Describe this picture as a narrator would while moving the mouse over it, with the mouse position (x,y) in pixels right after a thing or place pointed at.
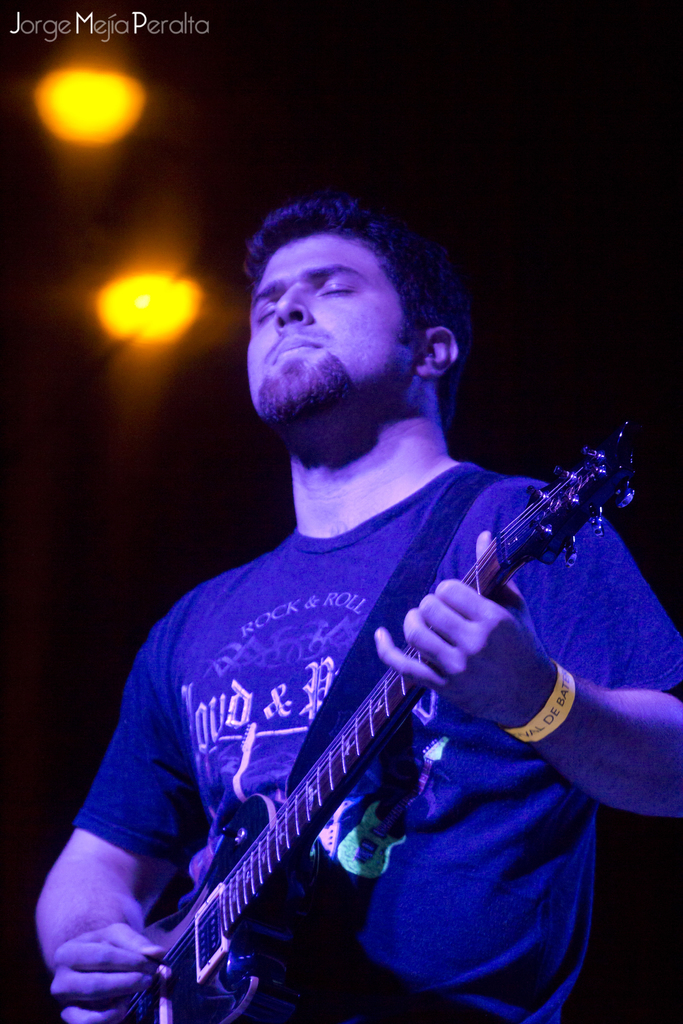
This picture is clicked in a musical concert. The man (259,679) in blue t-shirt (259,679) is holding guitar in his hands (131,965) and playing it and on top of him, we see two lights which are yellow in color.
